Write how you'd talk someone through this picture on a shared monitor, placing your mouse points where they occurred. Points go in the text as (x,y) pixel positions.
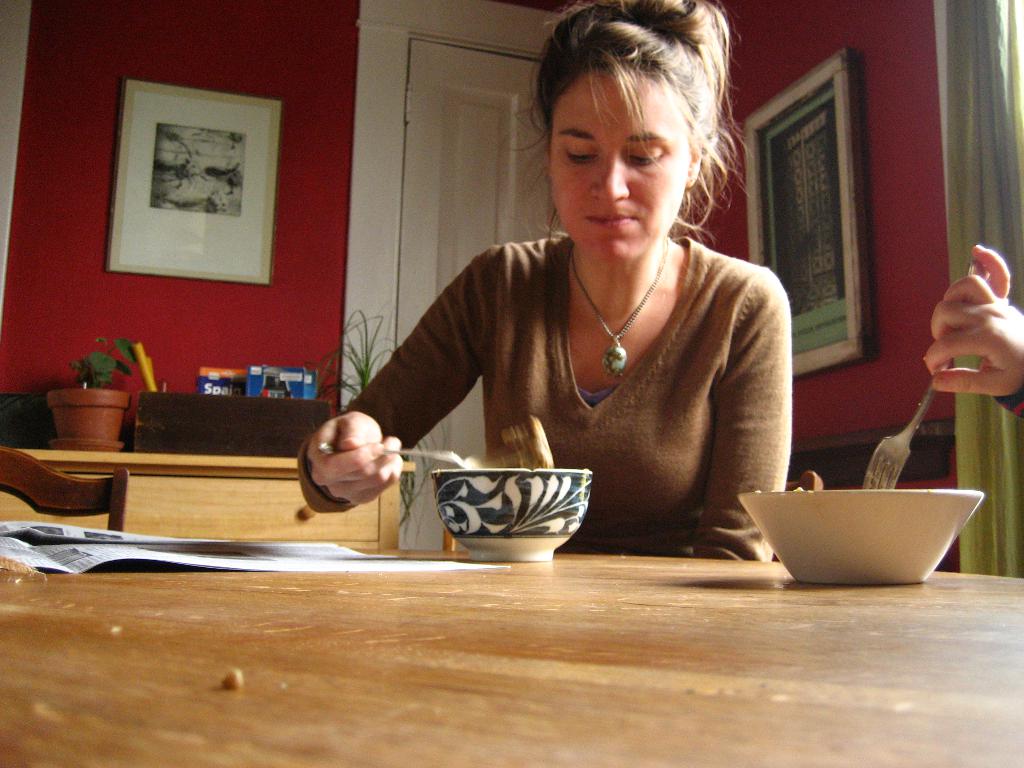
This is a picture taken in a room (763,503), the woman (684,420) in brown t shirt (666,423) was sitting on a chair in front of the woman (641,409) there is a table (545,624) on the table (555,652) there are bowl (493,517) and paper (225,552). Behind the woman (643,368) there is a white door (485,199) and a wall (313,72) on the wall (305,97) there are photo frames (804,226). In front of the wall (208,364) there is other wooden table (179,490) on the table (189,483) there are books (236,386) and flower pot (104,403).
